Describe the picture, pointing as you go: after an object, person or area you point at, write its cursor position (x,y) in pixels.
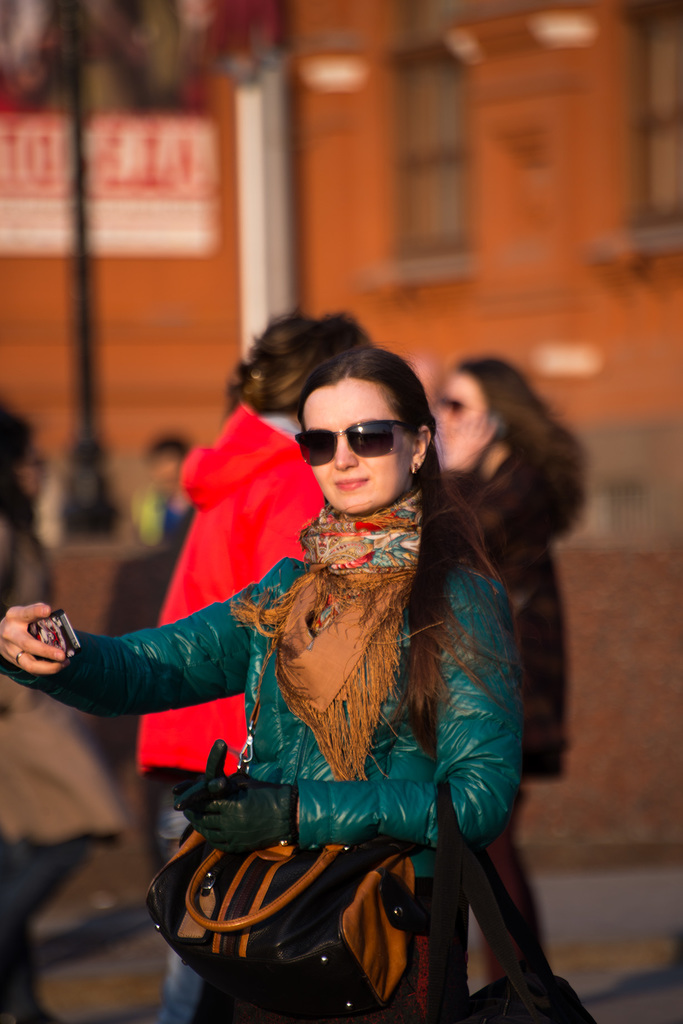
This image is taken outdoors. In the middle of the image (334,552) a woman (249,655) is standing on the ground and taking a picture with a camera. In the background (505,430) there are a few people (294,541) standing on the ground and there is a wall (232,136) with a window (420,164) and a pillar (253,208) and there is a board (112,174) with a text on it.
